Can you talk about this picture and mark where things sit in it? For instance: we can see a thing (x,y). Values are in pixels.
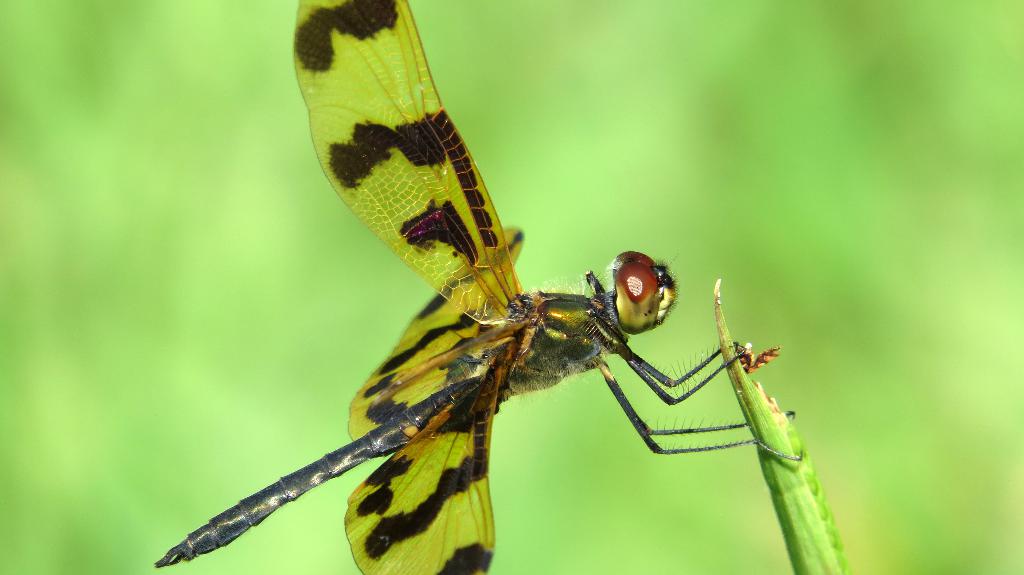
In this picture there is a dragon fly (493,394) standing on the plant (822,498) and the wings (451,167) of the dragon fly (478,295) is in green and brown color. At the back (190,115) there is a green color background (23,505).
